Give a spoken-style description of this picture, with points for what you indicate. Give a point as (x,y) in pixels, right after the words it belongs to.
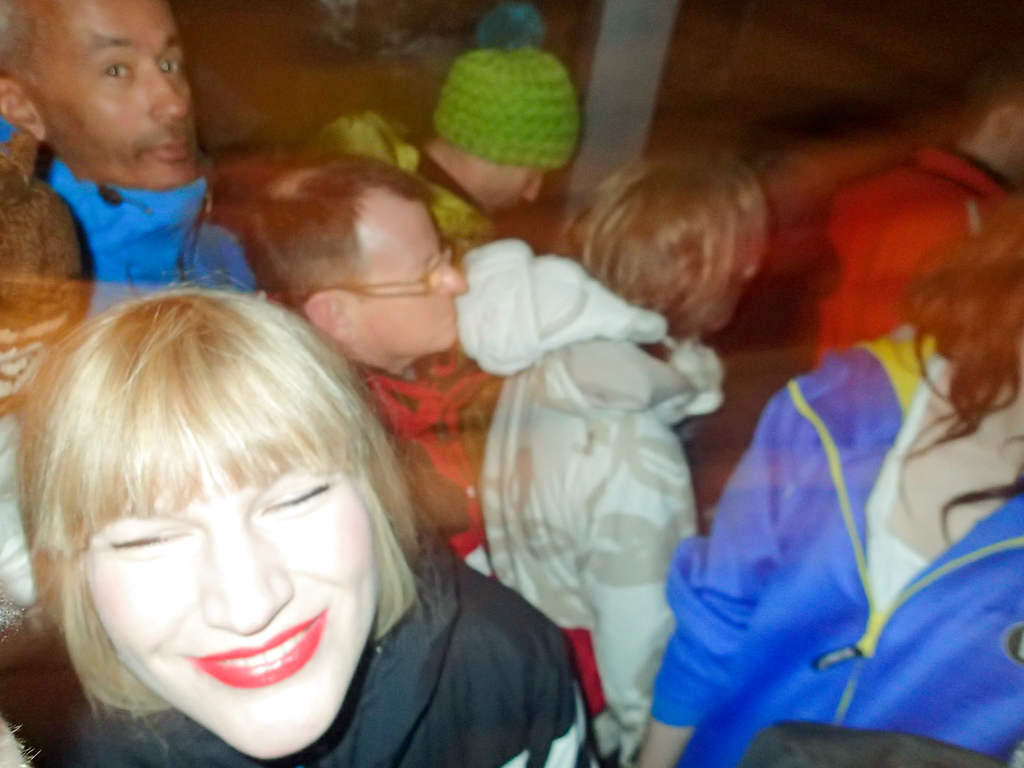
In this image we can see people (274,425). The lady (332,738) standing on the left (325,499) is smiling.
